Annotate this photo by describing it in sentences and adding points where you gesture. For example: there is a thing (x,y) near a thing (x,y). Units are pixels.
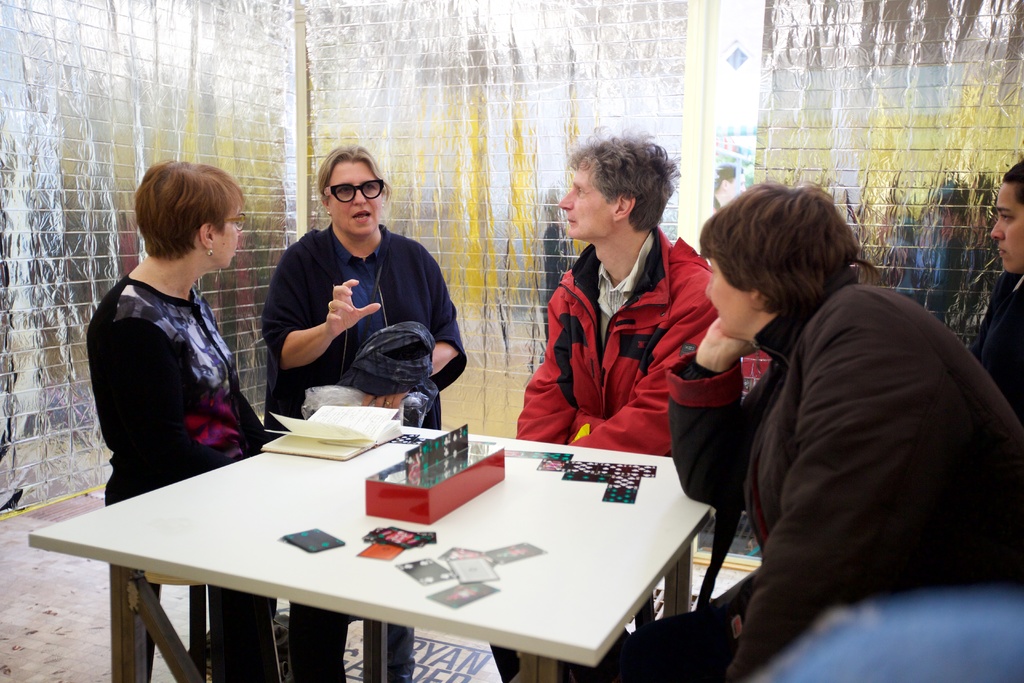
4 people (201,370) are present across the table (544,564). there are book (345,448) and a box (400,500) present. the person (360,252) at the center (360,284) is standing and speaking. there are 3 people (191,401) who are sitting on the chairs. behind them there is a silver wall (177,58).
